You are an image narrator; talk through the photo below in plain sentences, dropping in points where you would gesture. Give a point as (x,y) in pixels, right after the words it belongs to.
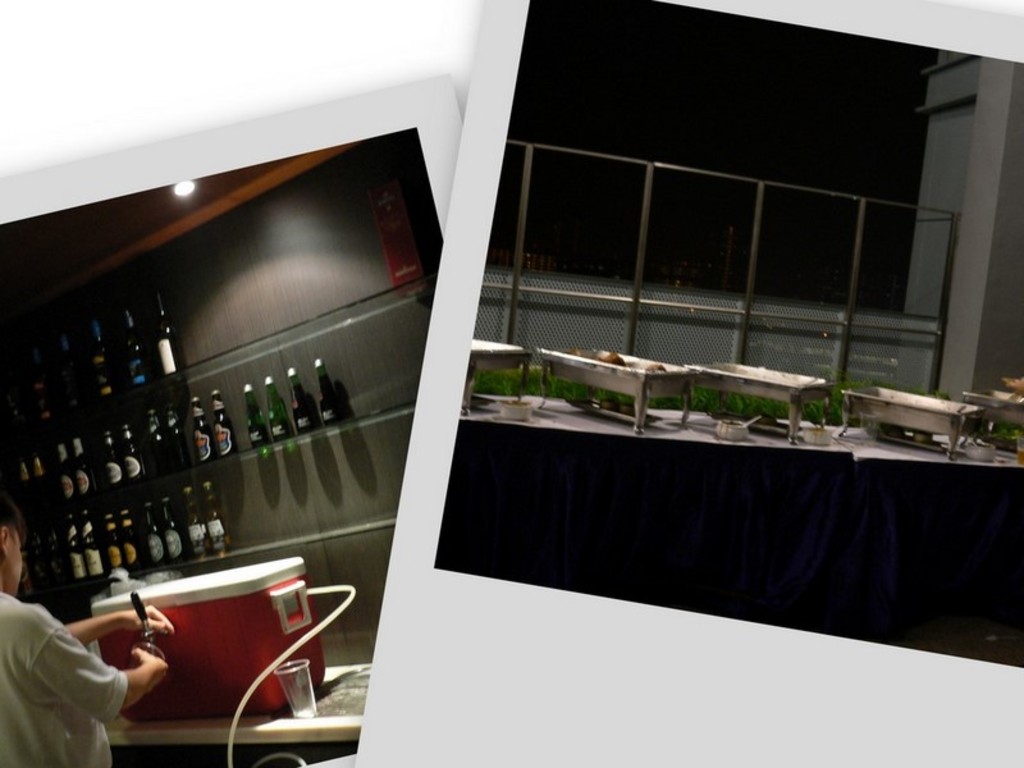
This image is a collage picture. In this image we can see collage pictures of bottles (209,508) and food items (515,409) placed in dishes (973,456).
